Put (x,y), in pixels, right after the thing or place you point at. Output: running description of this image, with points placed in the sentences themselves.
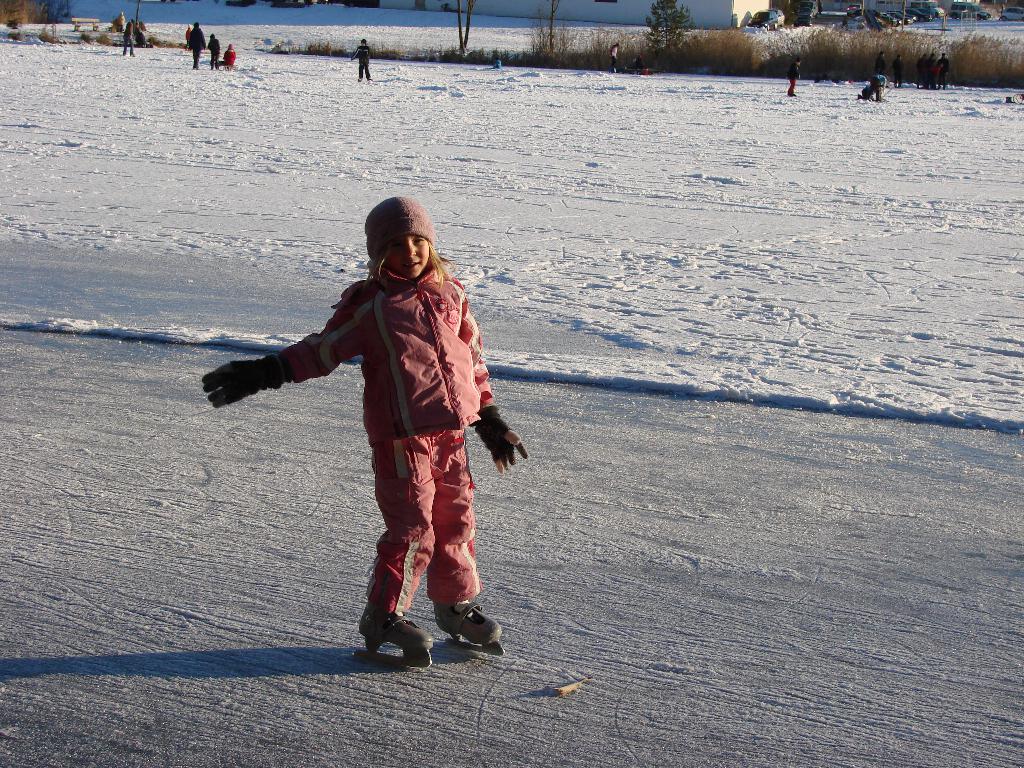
There is a girl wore gloves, skating shoes (412,628) and cap (372,244) and we can see snow (615,275). In the background (556,8) we can see people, poles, wall (636,11), plants (680,54) and vehicles (803,20).
